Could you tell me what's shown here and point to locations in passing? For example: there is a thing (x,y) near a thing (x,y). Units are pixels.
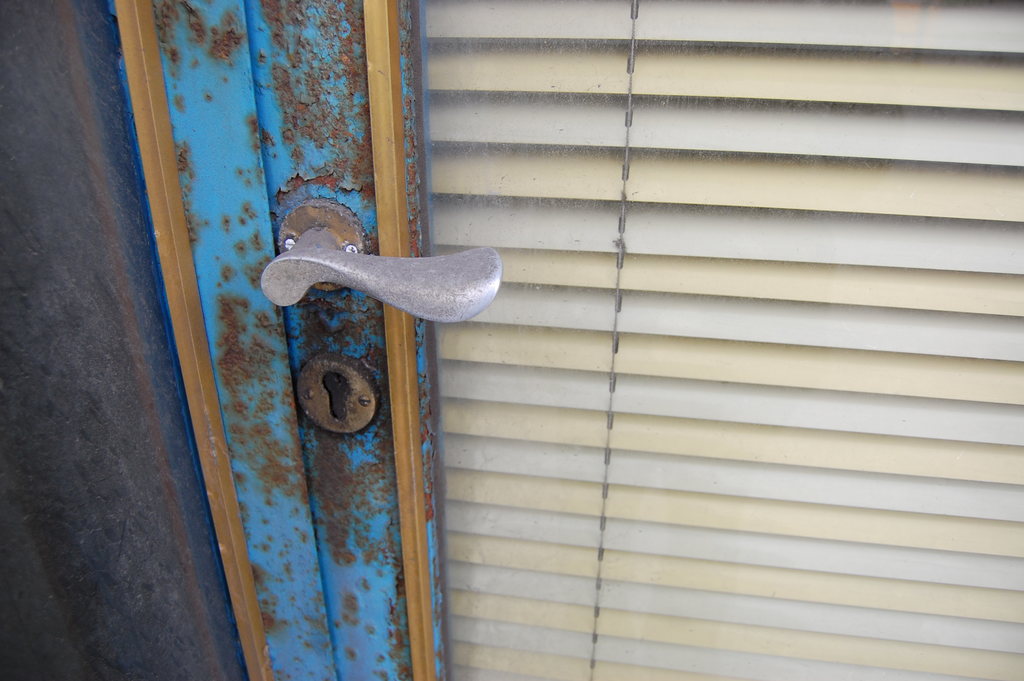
In this image we can see a door (360,373) with handle (326,256) and window blinds (785,214).
